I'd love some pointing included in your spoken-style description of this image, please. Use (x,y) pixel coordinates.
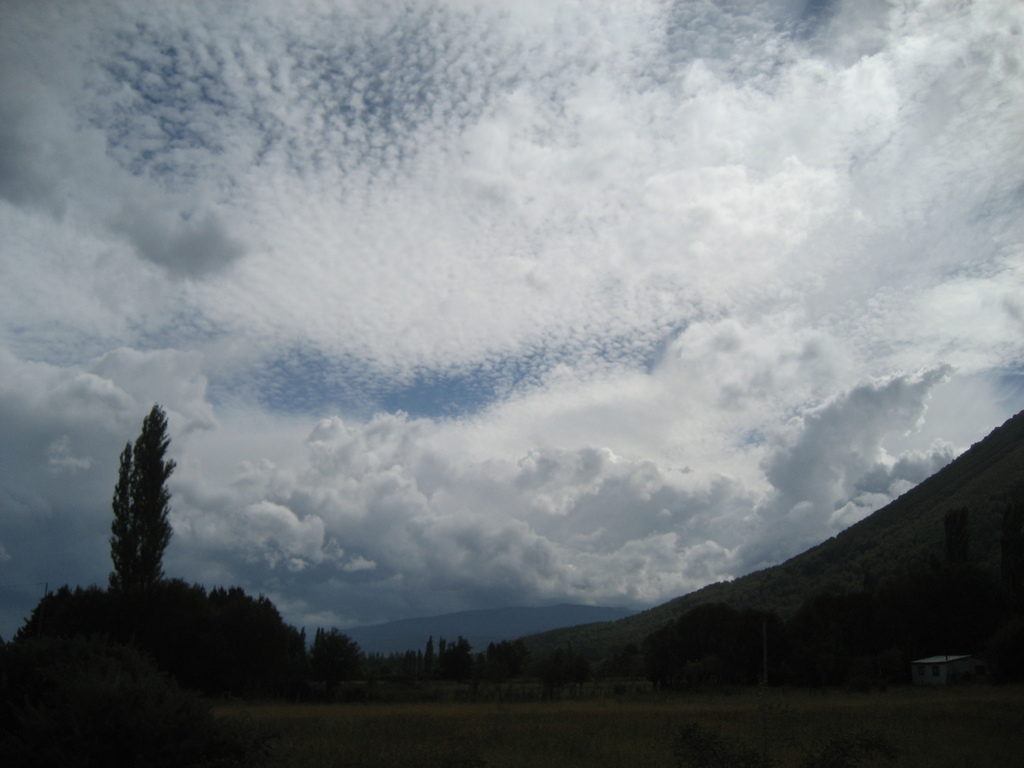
In this picture we can see a shed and in the background (183,683) we can see trees (755,676), mountains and sky (31,99) with clouds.
